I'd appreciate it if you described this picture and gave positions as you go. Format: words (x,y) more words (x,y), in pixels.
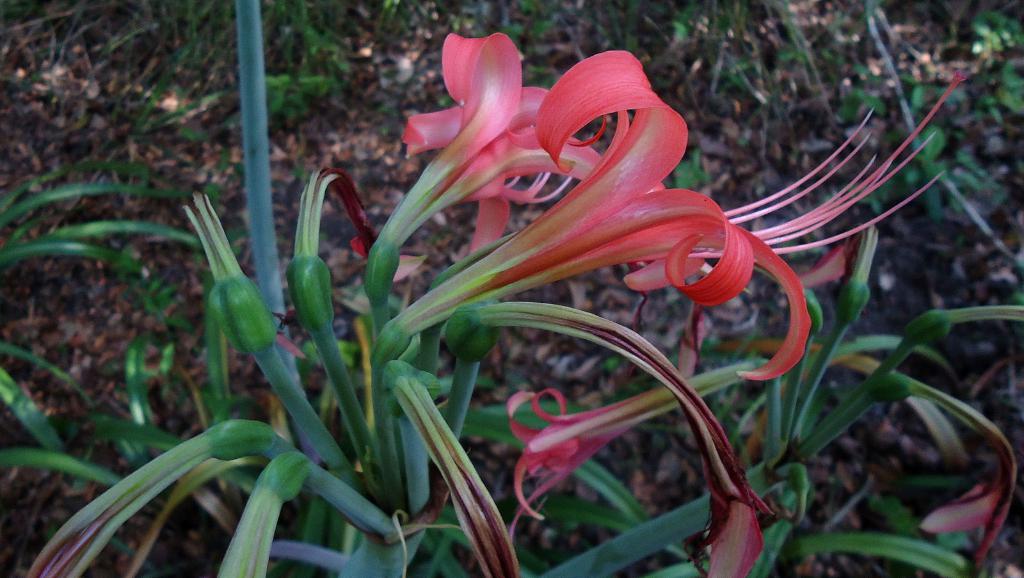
In this picture we can see plants (416,457) with flowers (450,311) and buds (397,370). Behind the plants (434,281), there are dried leaves (335,277) and grass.
